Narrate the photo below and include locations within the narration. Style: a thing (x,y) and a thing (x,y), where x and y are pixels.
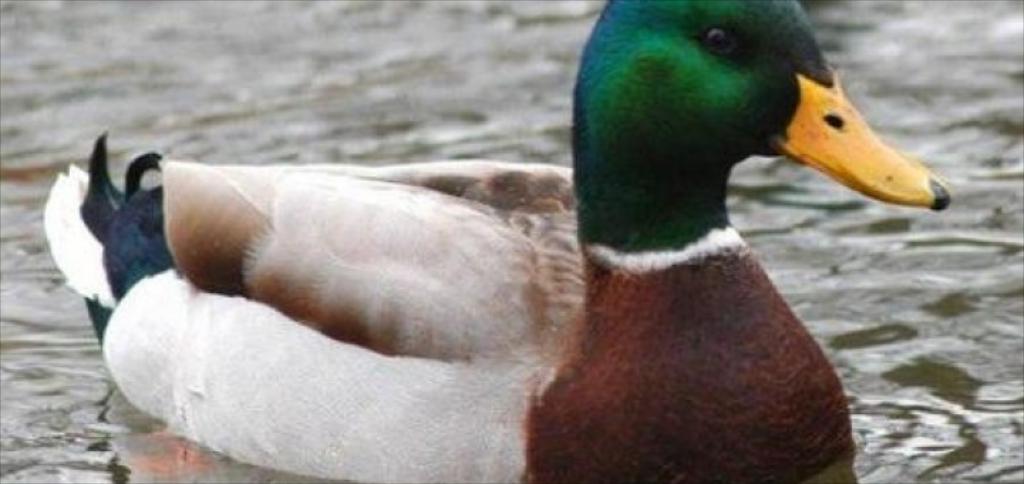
In the image, there is a duck (609,125) swimming in the water (410,16).
